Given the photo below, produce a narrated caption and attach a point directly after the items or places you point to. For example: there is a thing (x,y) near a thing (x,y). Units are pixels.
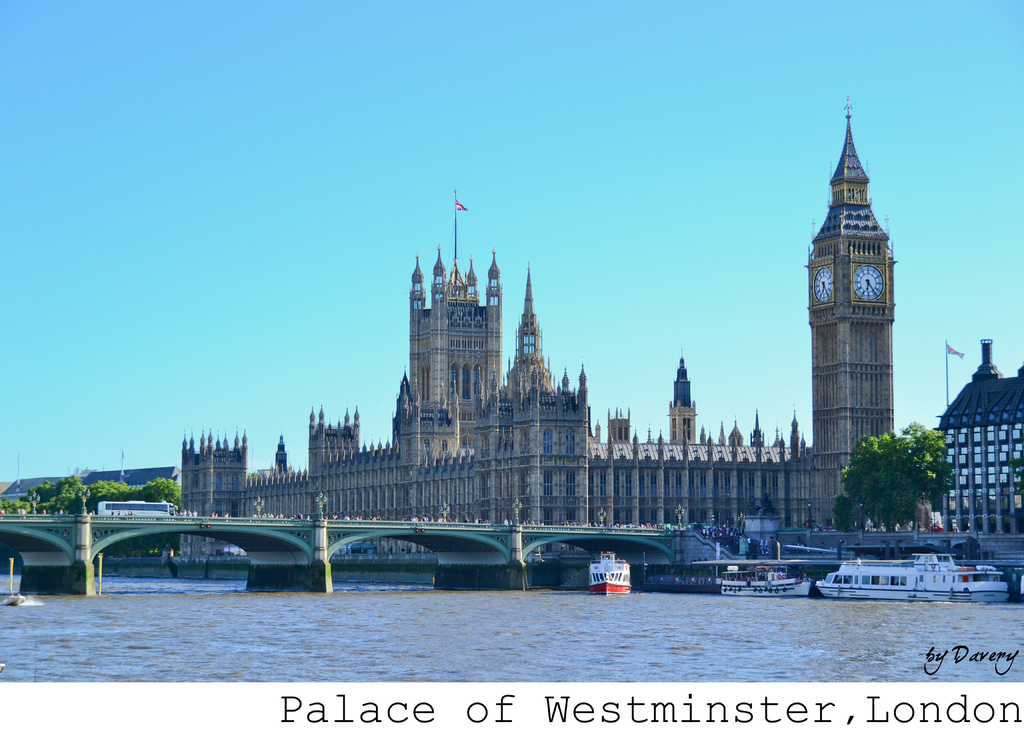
This image consists of a building (676,423). In the middle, there is a bridge (314,580). At the bottom (398,634), there is water (583,626) on which there are three boats (732,586). At the top (220,107), there is a sky (150,123).
